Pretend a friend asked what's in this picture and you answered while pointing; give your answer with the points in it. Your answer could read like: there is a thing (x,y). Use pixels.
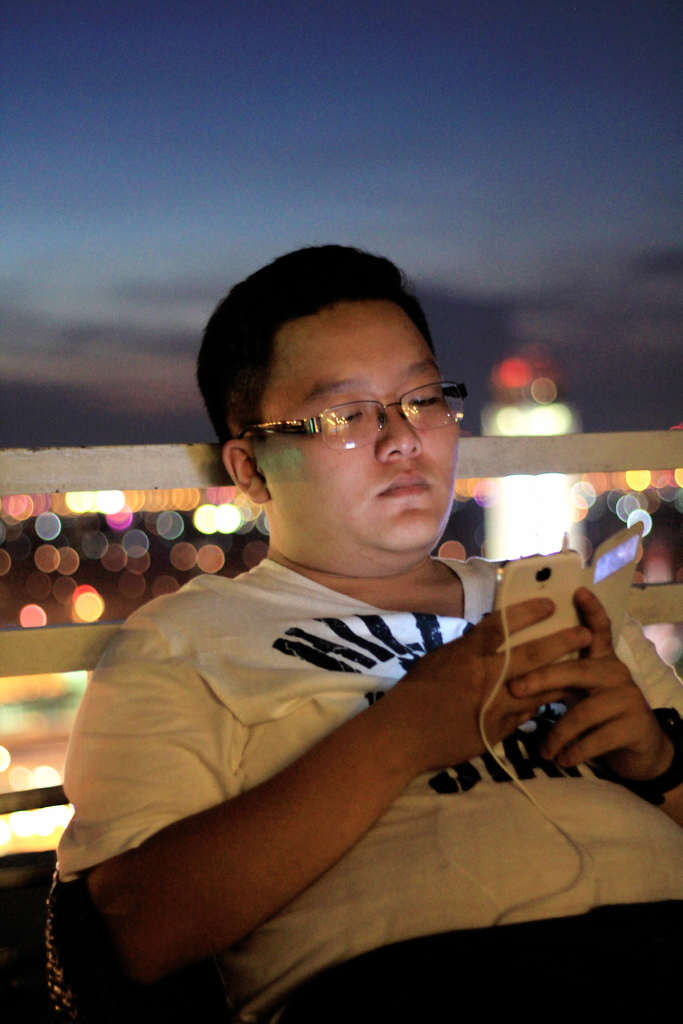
The person (434,756) wearing white shirt (467,802) is sitting in a chair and operating mobile (527,569) and there is a white rod (46,485) on his back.
